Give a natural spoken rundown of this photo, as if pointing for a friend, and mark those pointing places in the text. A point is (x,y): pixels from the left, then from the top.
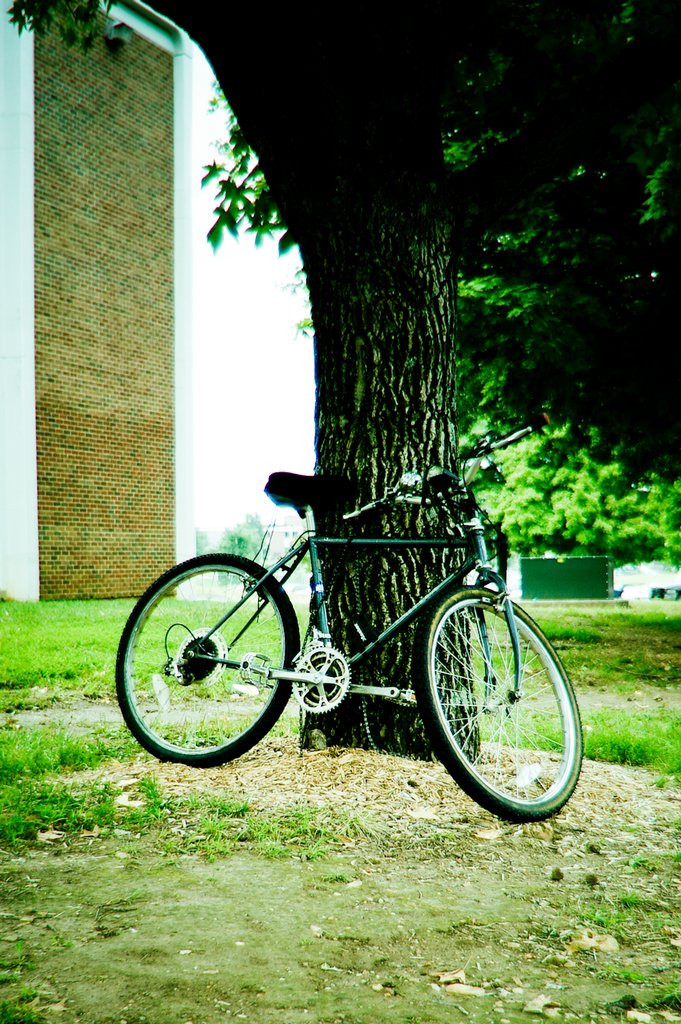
In this image, I can see a bicycle (302,707) on the grass (274,731). In the background (58,365) there are trees (416,333), a building (133,510) and it looks like a shed (605,591).
